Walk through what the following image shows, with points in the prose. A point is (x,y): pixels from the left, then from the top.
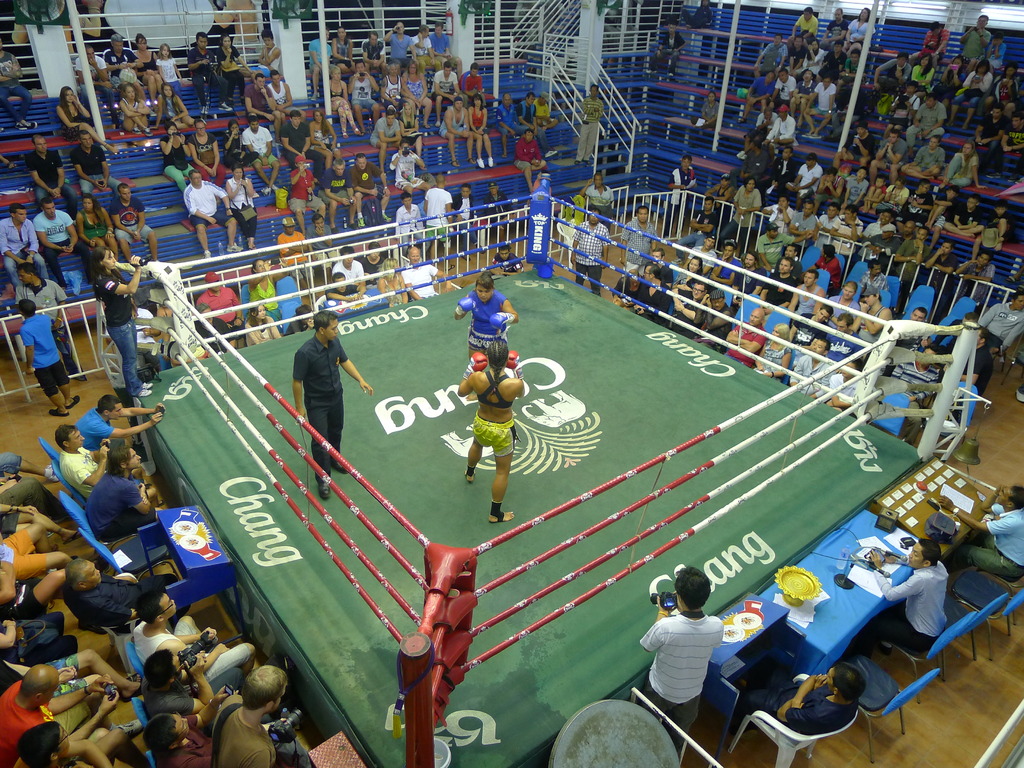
In this image there is a referee (316,406) and two boxers (470,339) in a boxing ring (514,287), on the boxing ring (178,330) there is a woman (119,324) standing and holding a camera (135,262), around the boxing ring (189,317) there are a few people (96,484) sitting in chairs (137,564) and stands (749,164), on the tables (838,568) there are some objects (789,583) and there are metal rods (241,42) and metal fences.
